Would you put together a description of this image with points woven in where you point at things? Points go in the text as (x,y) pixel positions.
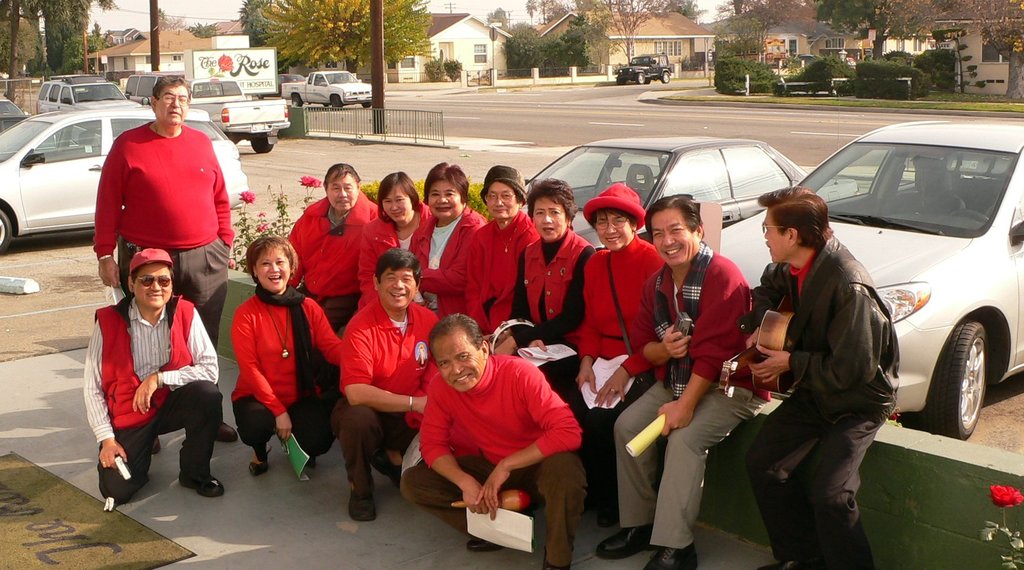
In this image I see number of people (321,286) in which most of them are sitting and I see that most of them are wearing red color dress (423,270) and I see plants (1023,559) on which there are few flowers (1007,494) which are of red in color and I see number of cars (68,94). In the background (120,57) I see number of buildings (598,54) and I see the road (641,130) and I see number of trees (68,46) and bushes (891,95) and I see the sky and I see something is written over here.
